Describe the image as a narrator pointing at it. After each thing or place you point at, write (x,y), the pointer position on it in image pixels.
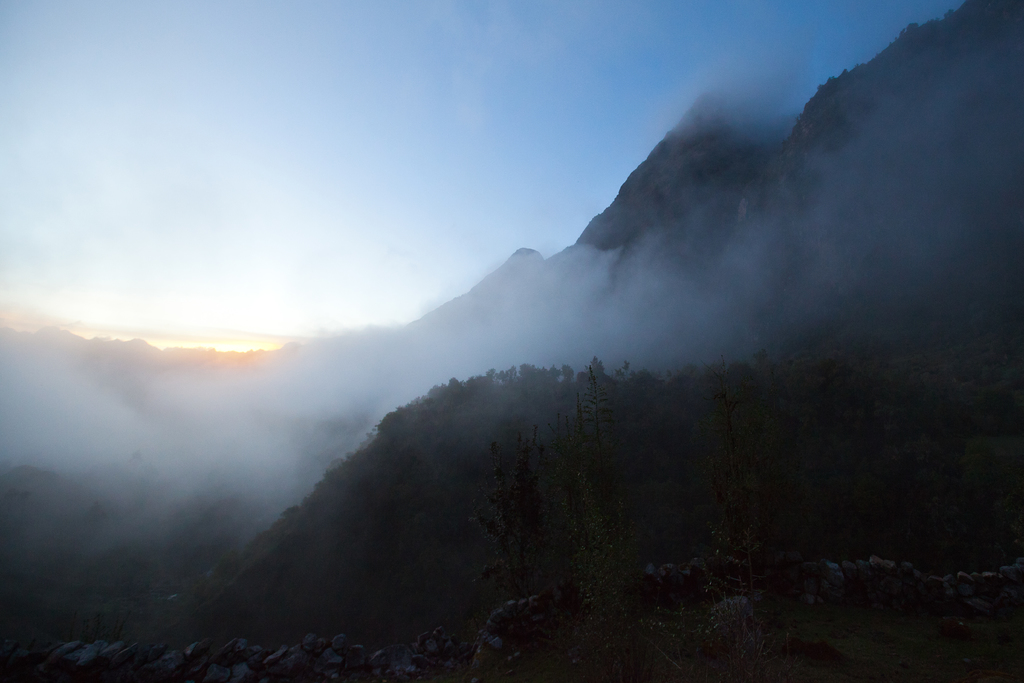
In this image, we can see some mountains (780,373), plants (619,602). We can see the ground (569,673) with some objects (448,638). We can see some stones (300,658) and the sky (404,250). We can also see some fog (774,218).
